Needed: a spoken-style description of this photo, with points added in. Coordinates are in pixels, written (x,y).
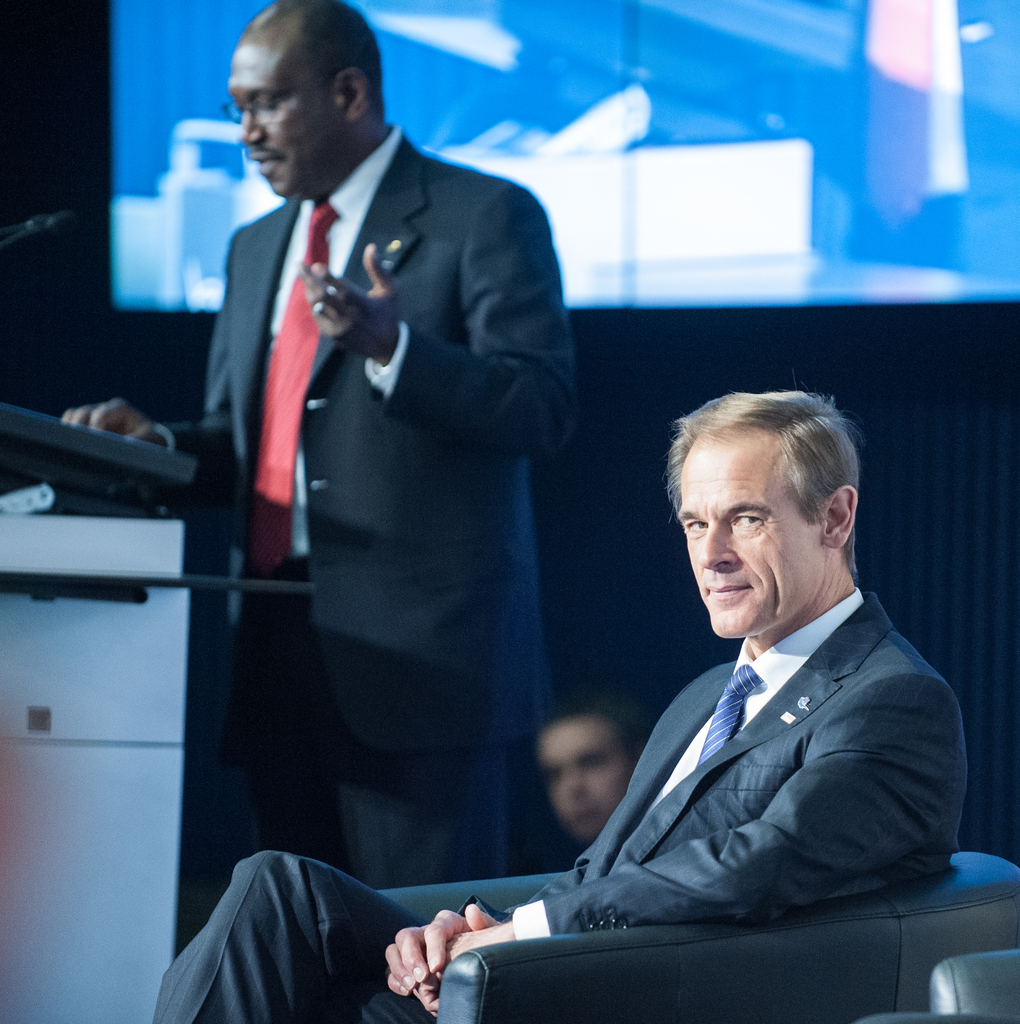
In this picture we can see few people (449,617) and a man (752,797) is sitting on the sofa chair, beside him we can see another man (471,398), he is standing, in the background (735,251) we can see a screen (829,199).
